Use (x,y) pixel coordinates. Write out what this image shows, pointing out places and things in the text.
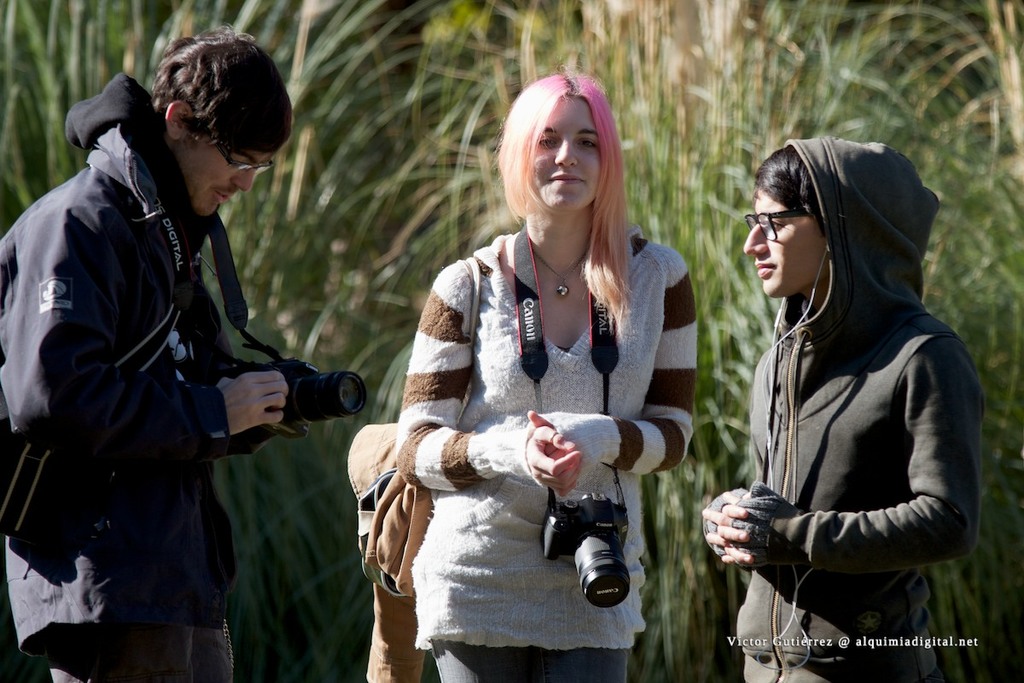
In this image I can see three persons (540,472) are standing and I can see two of them have cameras (343,410) and two of them have spectacles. In the background (890,97) I can see few trees (875,132) which are green and brown in color.
